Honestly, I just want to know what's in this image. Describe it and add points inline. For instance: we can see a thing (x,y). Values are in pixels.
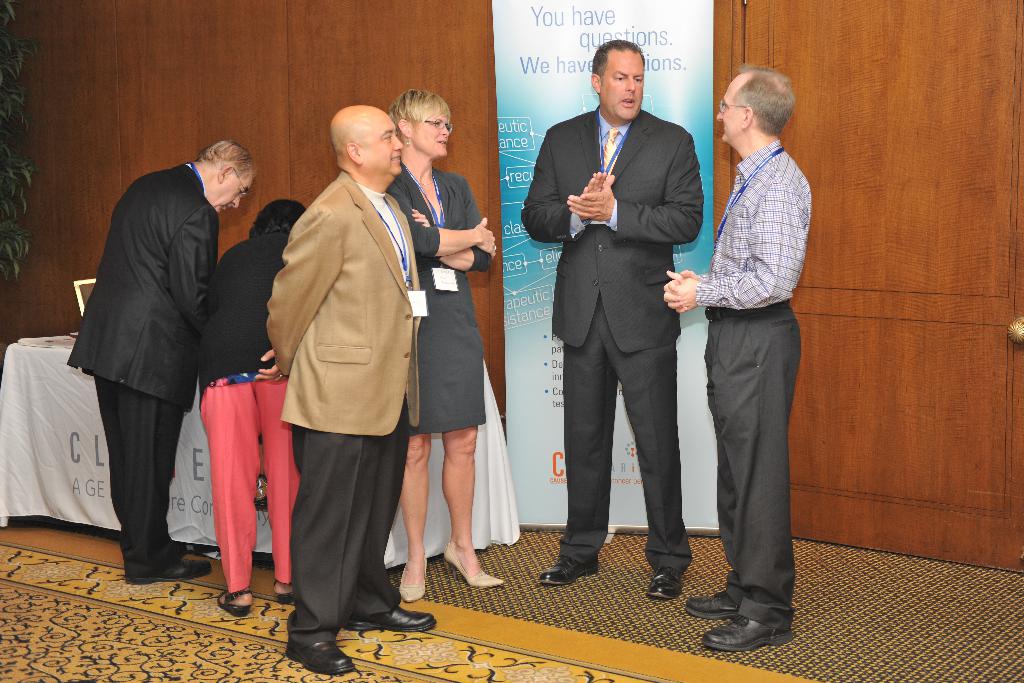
In this image I can see in the middle (579,323) a man (631,45) is standing and talking, he wore coat (635,202), tie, shirt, trouser (604,318). Behind him there is a banner (536,341), few people (471,267) are listening to him. On the left side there is a table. Behind them there is the wooden wall (360,70).
